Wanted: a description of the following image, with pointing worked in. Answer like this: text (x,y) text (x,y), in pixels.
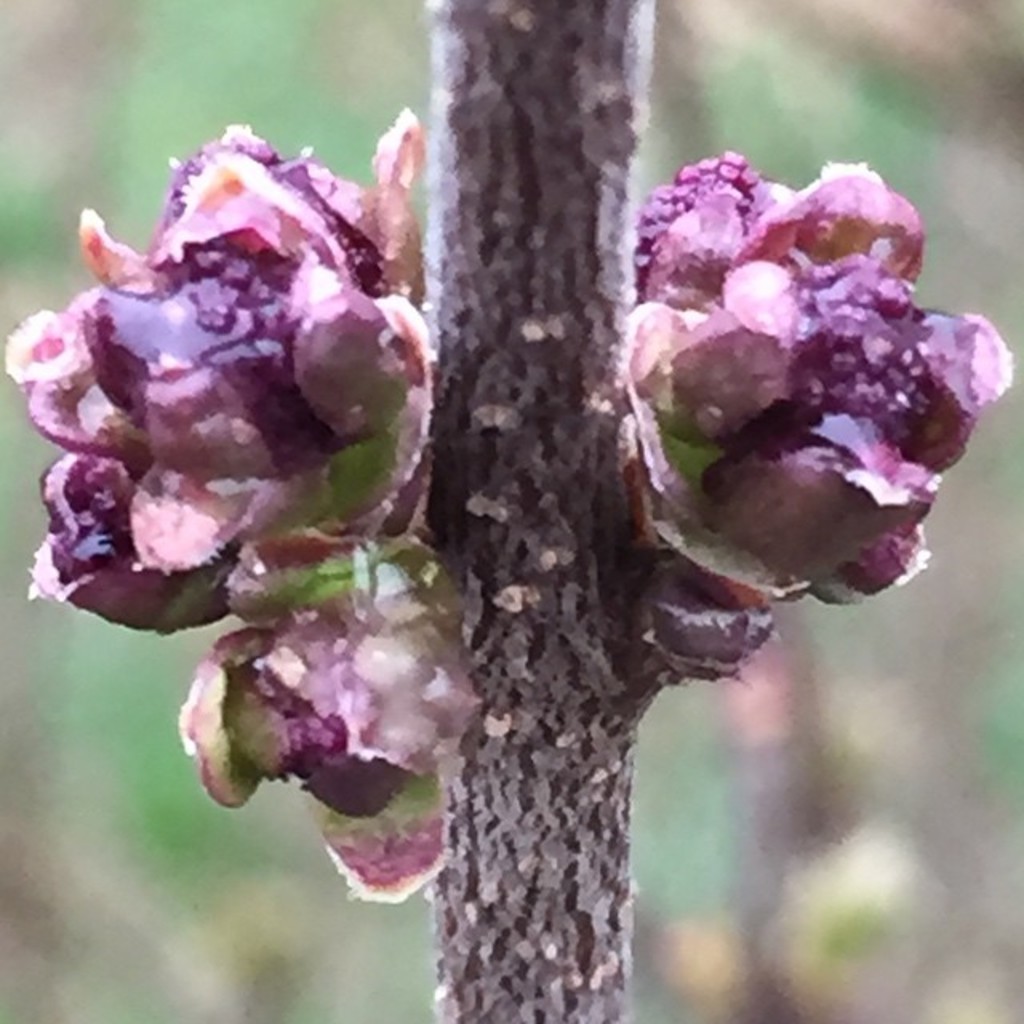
In this image, we can see some flowers (822,448) with stem (523,583). Background (974,895) there is a blur view.
